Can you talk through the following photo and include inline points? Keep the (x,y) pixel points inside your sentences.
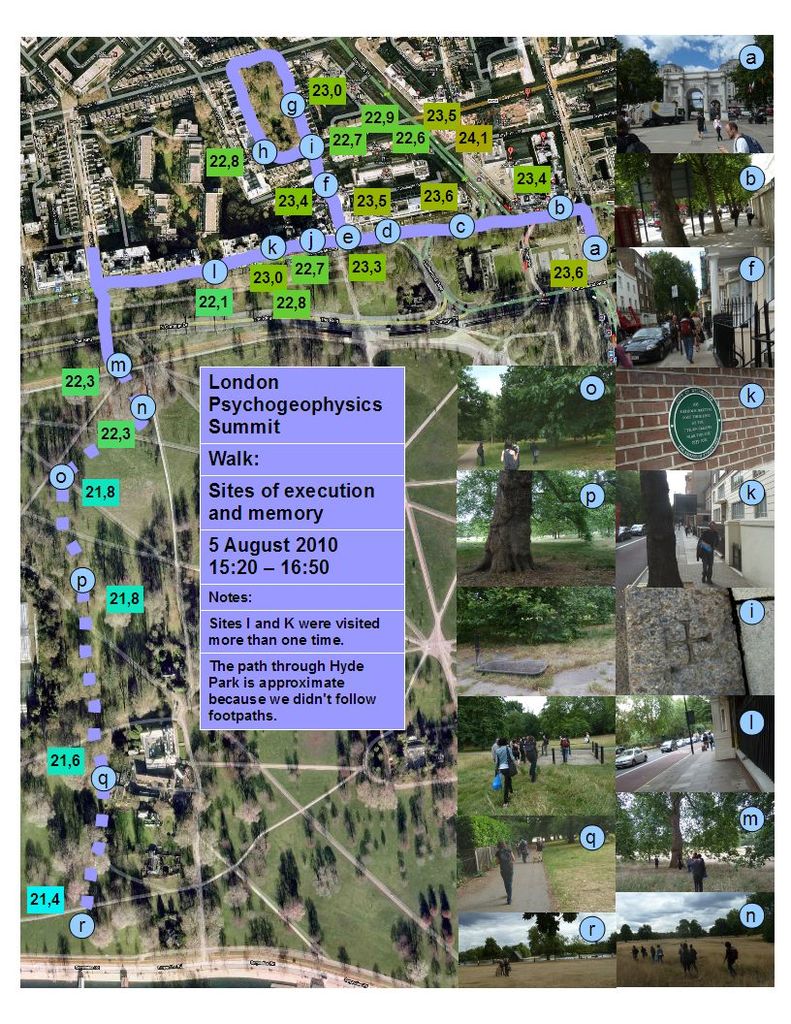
In this image there is a route map (62,301) with markings (109,351) and some text (173,329) on it. On the right side (602,636) there are collage images (500,801) of people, trees (546,598), cars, buildings (625,465), name boards (702,439), pavements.
